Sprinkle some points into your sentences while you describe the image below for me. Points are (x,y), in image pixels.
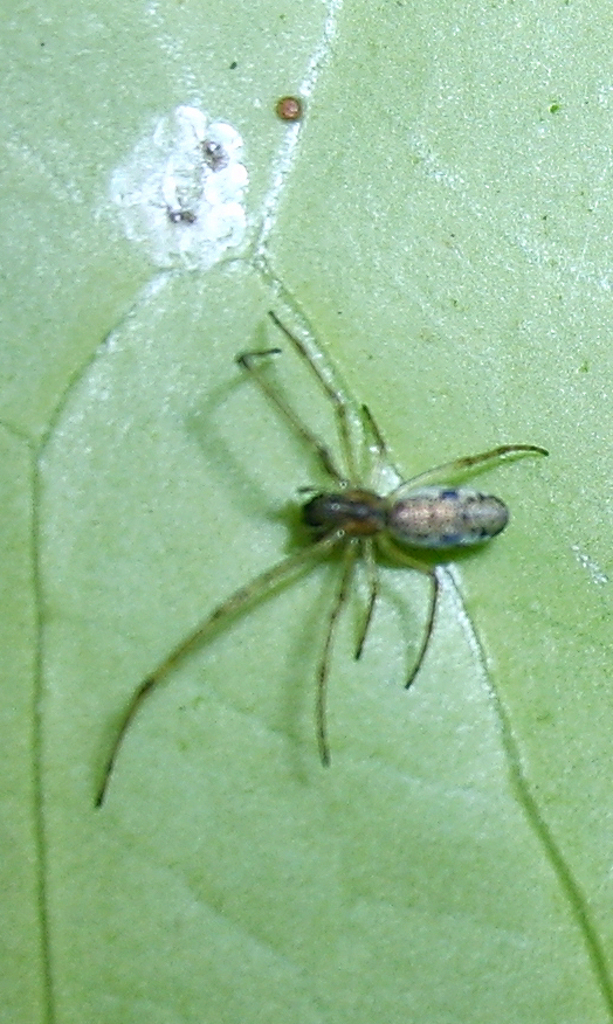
In the image there is a spider (309,524) laying on a green surface (182,383).
